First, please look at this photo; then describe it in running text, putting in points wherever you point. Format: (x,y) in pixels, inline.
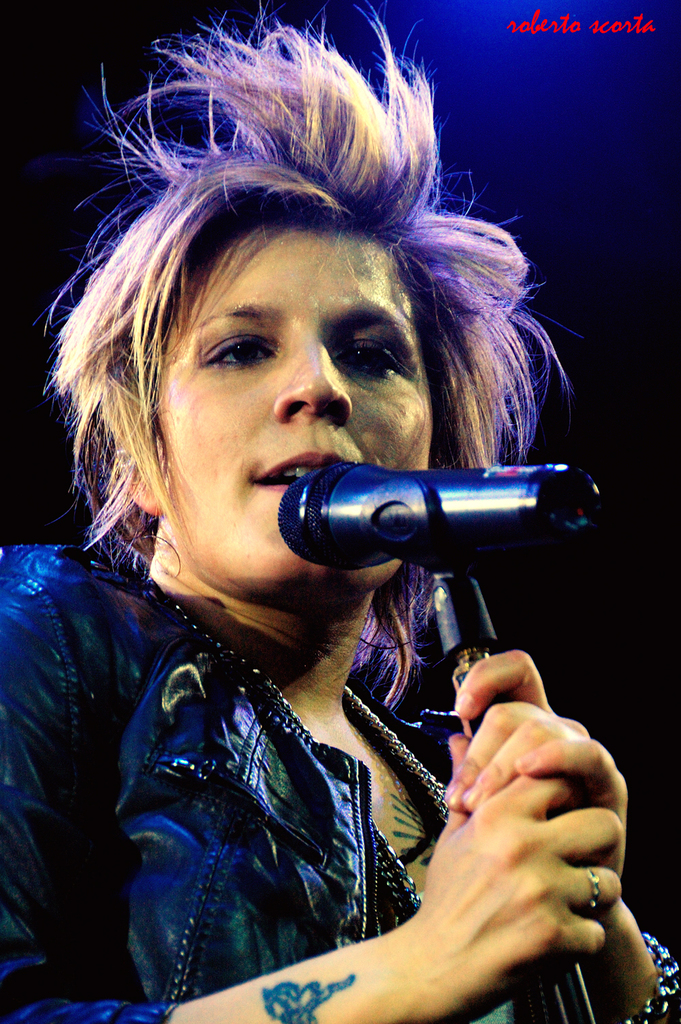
Here is a woman (166,709) holding a microphone (547,473) and singing she has a ring (596,875) on her right hand ring finger (606,877) and she has a tattoo (294,986) on her hand (236,1017) she is wearing a black color jacket (328,815).
